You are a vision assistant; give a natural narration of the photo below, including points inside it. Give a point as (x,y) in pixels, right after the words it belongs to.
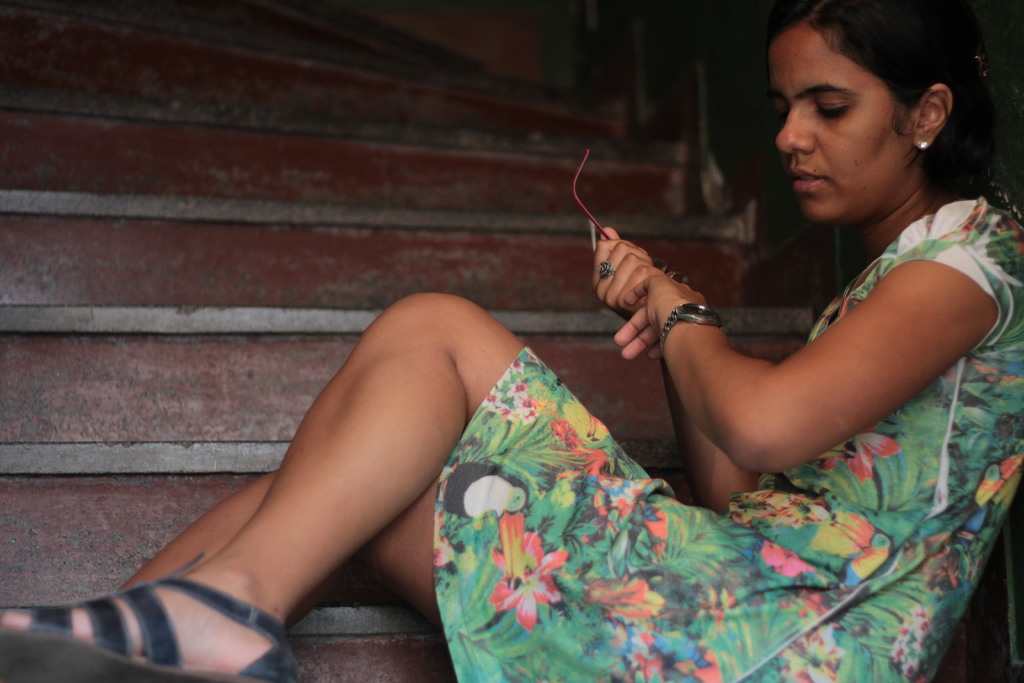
In this image there is a woman (501,388) sitting on the stairs (73,593) and holding spectacles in her hand (644,274). She is wearing a watch (703,307).
